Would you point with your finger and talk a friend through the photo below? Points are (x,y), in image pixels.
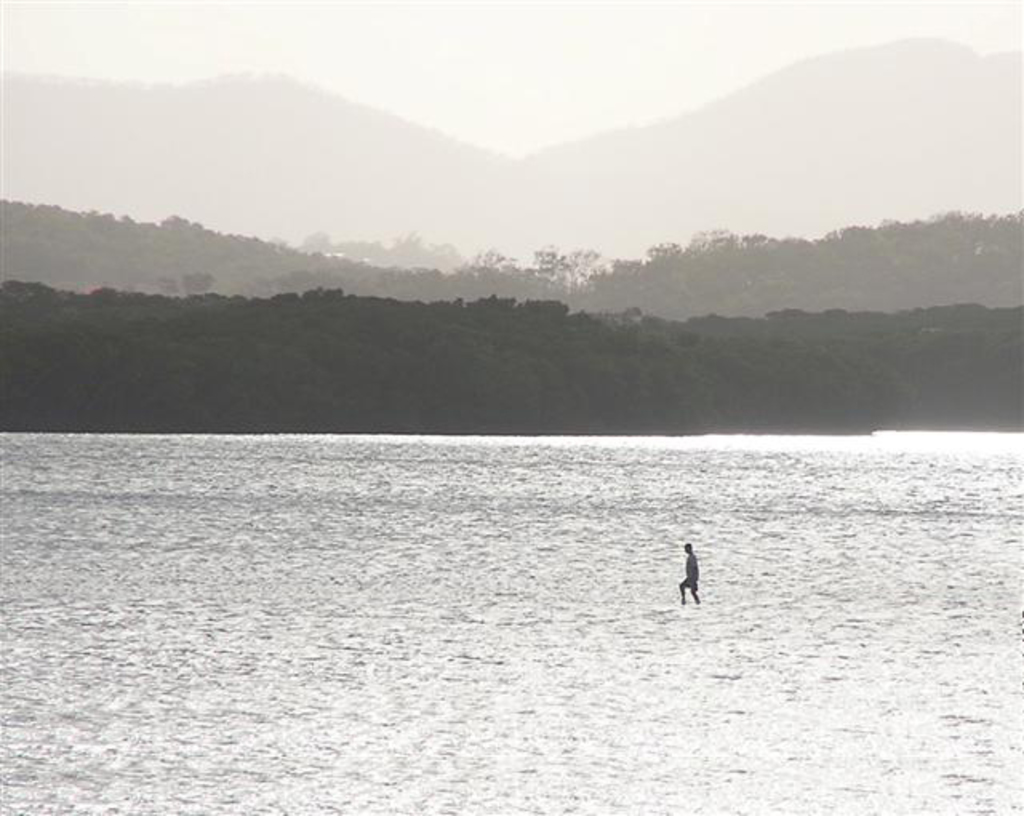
In this image we can see a person (692,580) in the water (649,548) and there are few trees (539,356), mountains (482,229) and the sky (555,62) in the background (587,120).
